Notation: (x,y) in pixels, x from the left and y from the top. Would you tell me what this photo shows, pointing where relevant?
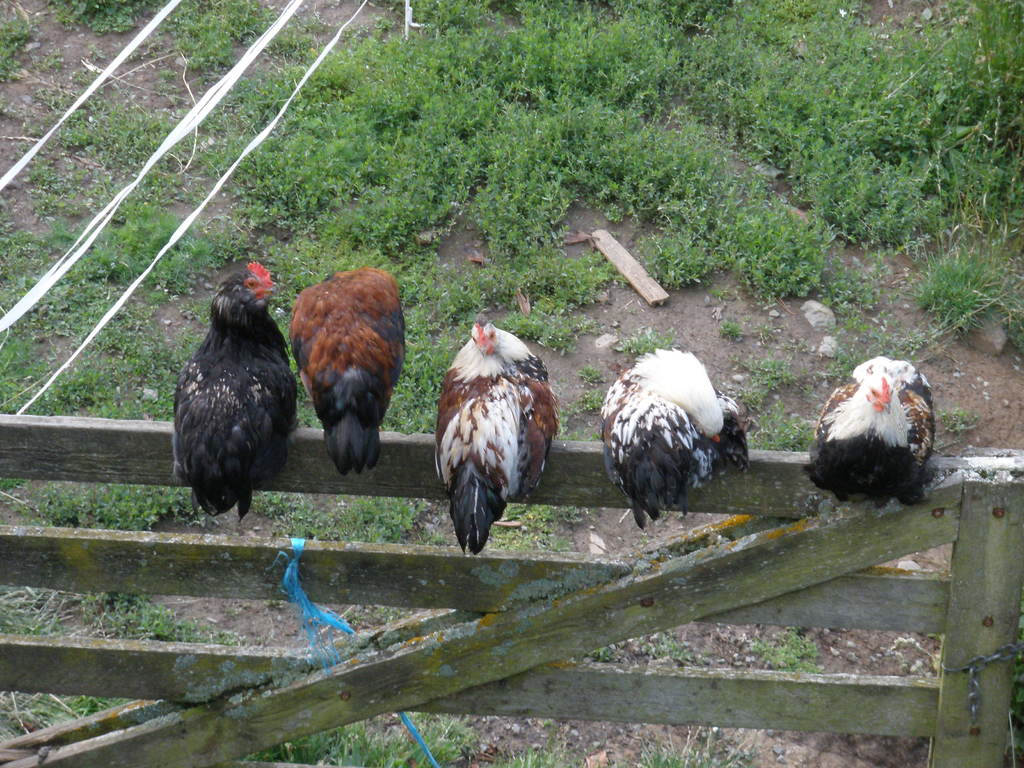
In this picture I can observe few hens (528,490) sitting on a wooden railing (387,490). In the background (522,250) there are some plants (625,202).
